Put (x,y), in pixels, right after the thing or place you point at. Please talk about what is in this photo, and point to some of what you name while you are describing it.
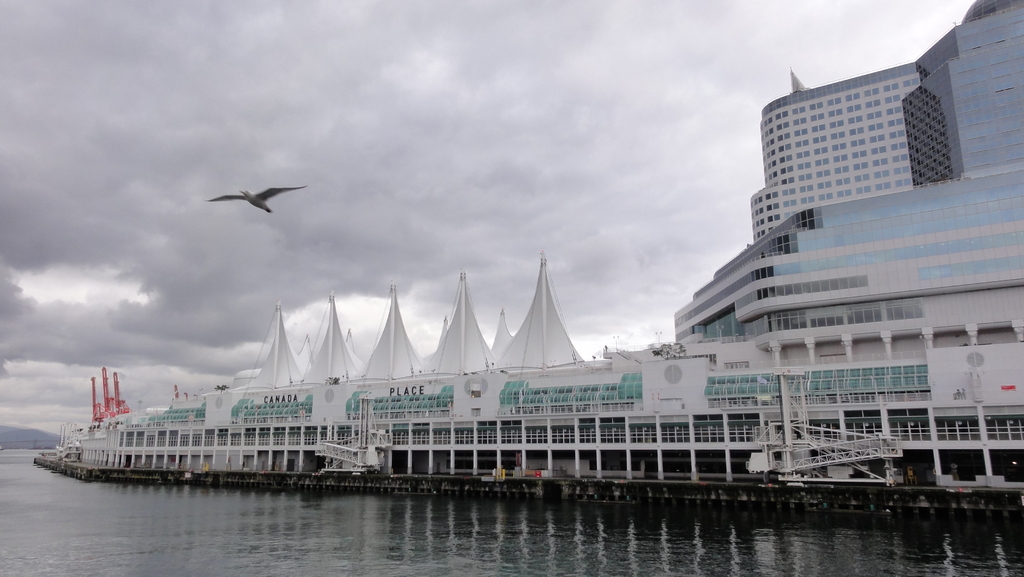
In this image I see the buildings (331,410) and I see the water (30,512) over here and I see a bird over here. In the background (361,239) I see the sky (652,176) which is cloudy.
